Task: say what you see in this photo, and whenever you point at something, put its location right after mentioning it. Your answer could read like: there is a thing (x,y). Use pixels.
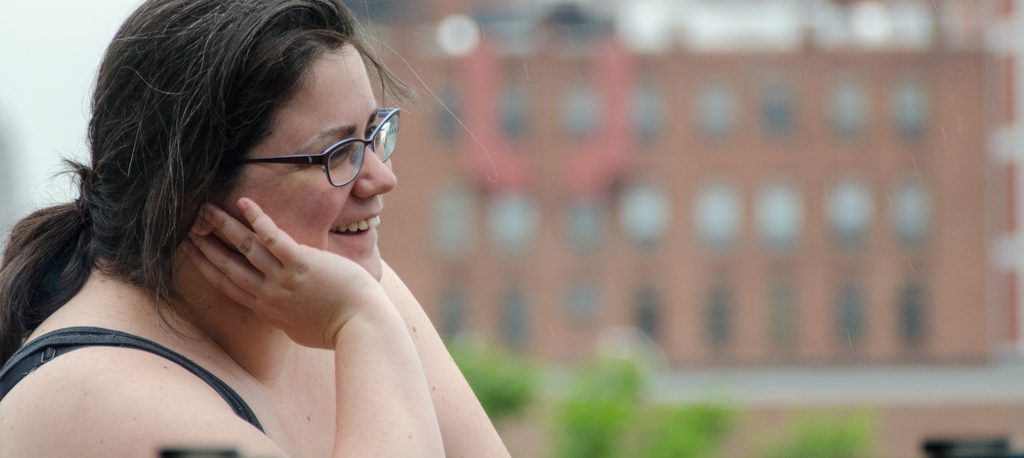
In this picture we can see a woman (141,335) wore a spectacle (345,157) and smiling and in the background (537,51) we can see a building (868,196), plants (516,369) and it is blur.
